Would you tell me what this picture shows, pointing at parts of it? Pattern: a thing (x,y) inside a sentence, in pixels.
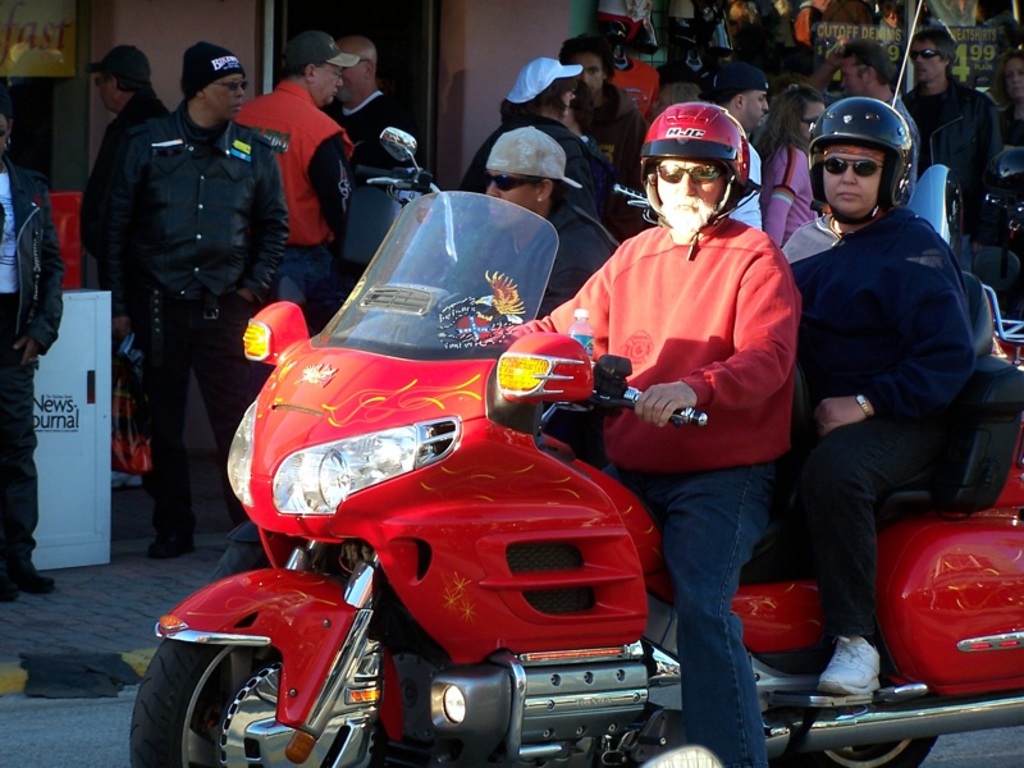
There are two people (957,364) who are sitting on a motorcycle (921,675). They are wearing a helmet (703,107) on their head (673,199) and in the background (582,128) there are group of people (284,142).
